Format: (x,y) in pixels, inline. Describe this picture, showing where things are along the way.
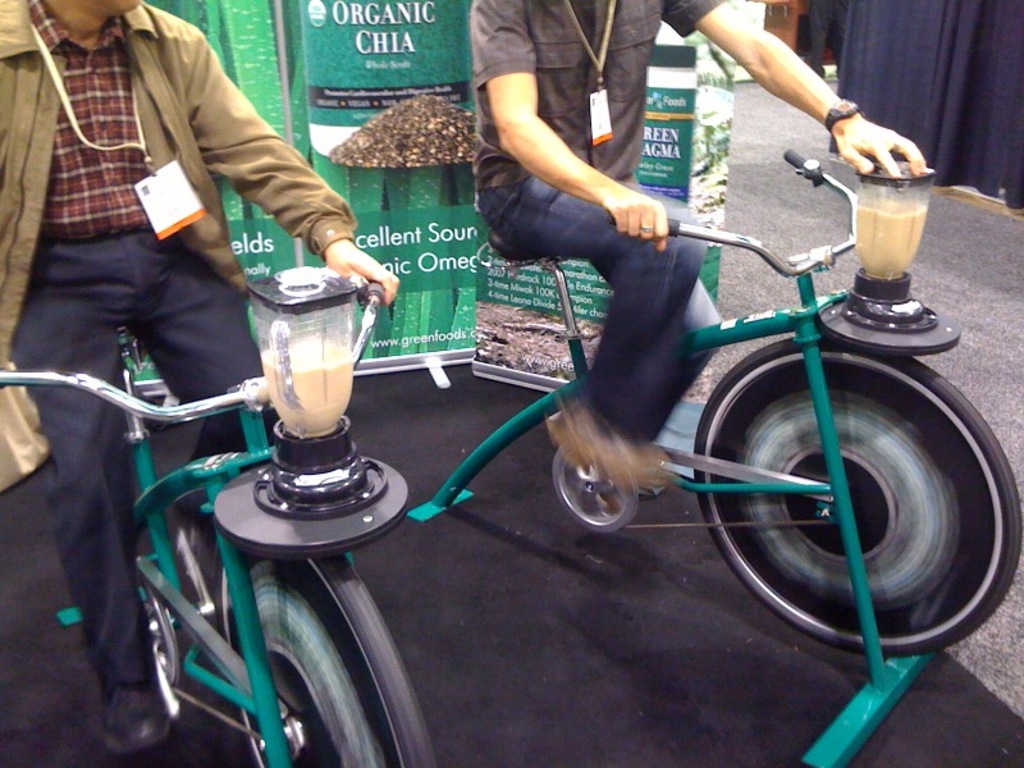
In this picture in the background (926,52) we can see a curtain (951,83). We can see men (37,229) performing an action by cycling and we can see jars (892,225) with liquids (884,241). They both wear identity cards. At the bottom (18,575) we can see the carpet (4,577). In the background (680,75) we can see the hoardings (480,343).
